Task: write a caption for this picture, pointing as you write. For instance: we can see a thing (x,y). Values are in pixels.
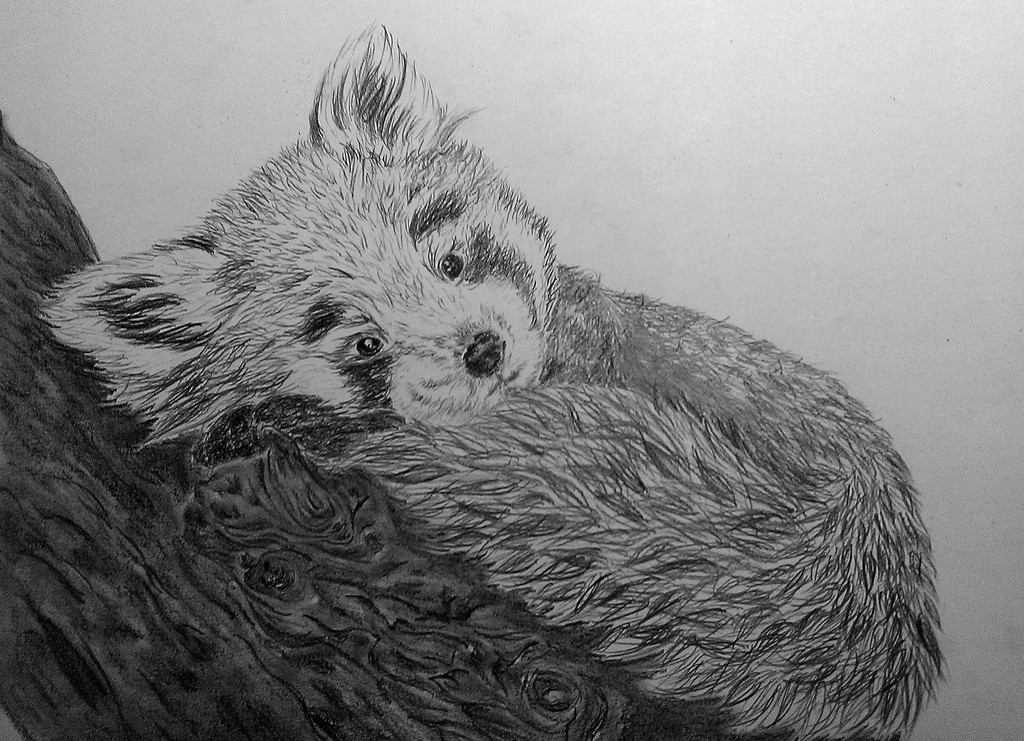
This is the pencil drawing (279,325) of an animal (423,386) on a wood (370,529).
